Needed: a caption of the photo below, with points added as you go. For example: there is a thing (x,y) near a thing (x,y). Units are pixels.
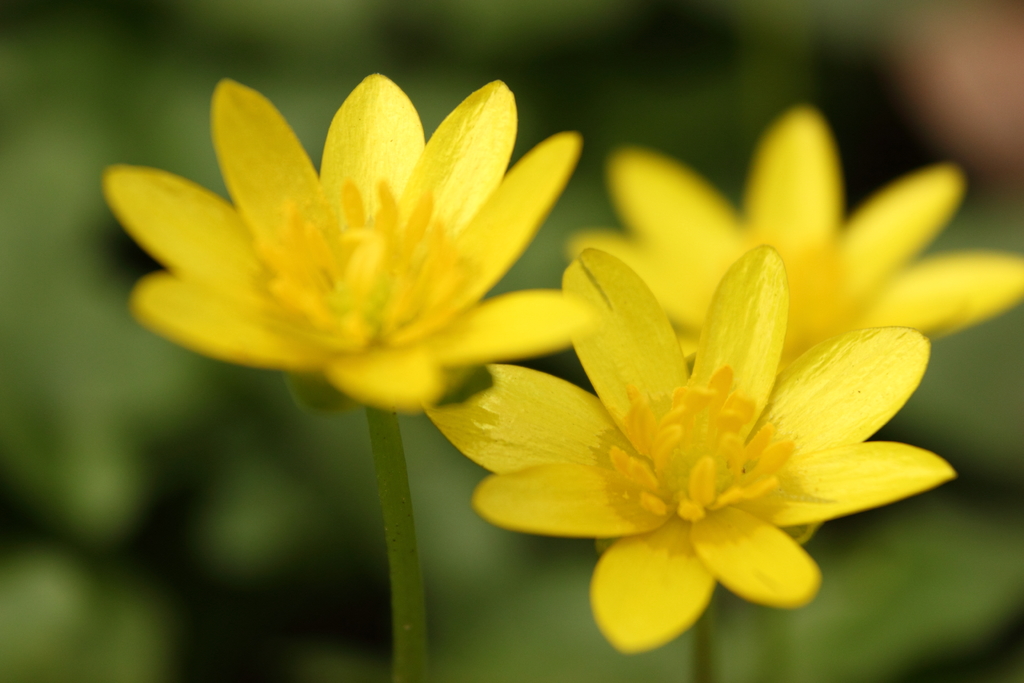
In this image I can see the flowers (660,429). And at the back (67,153) it looks like a blur.
